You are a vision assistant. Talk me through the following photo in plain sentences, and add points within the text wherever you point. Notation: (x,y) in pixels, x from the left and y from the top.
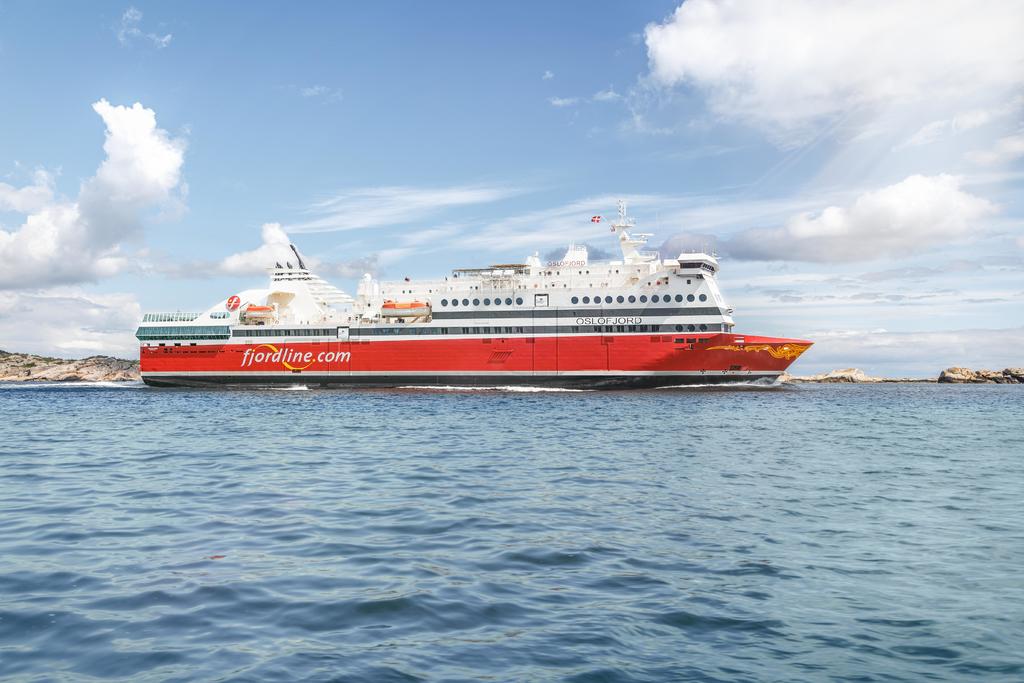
In the center of the image (489,312) we can see ship (239,330) on the sea (486,504). In the background (984,344) there are hills (36,362) and sky (944,356).
